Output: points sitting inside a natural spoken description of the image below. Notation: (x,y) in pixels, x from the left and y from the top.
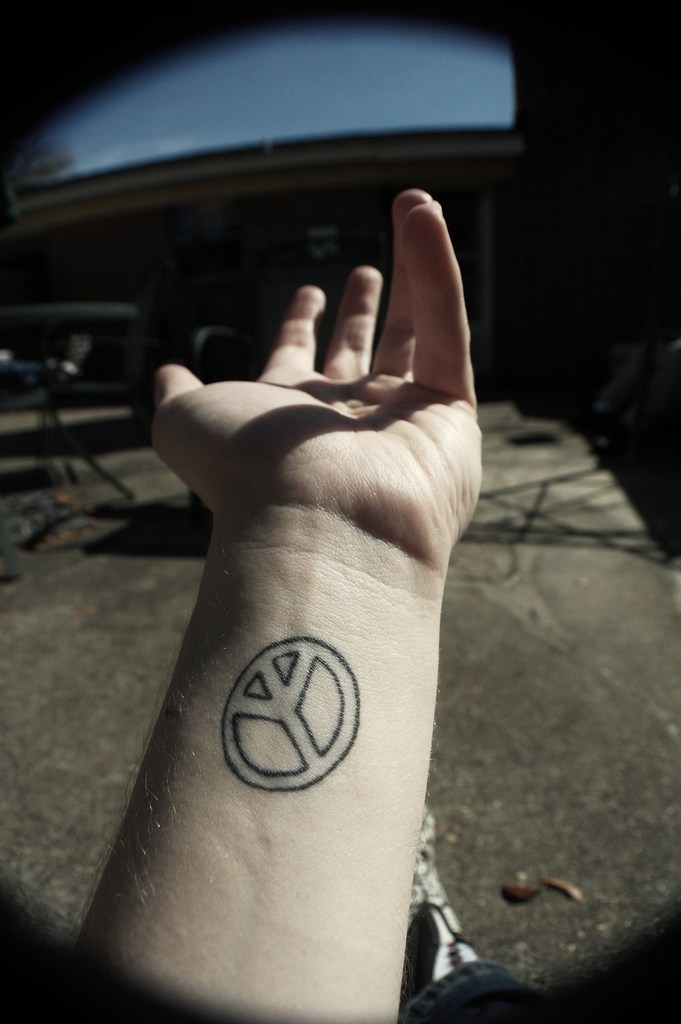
In this image we can see a person's hand (352,605). On the hand (249,724), there is a tattoo (280,710).
